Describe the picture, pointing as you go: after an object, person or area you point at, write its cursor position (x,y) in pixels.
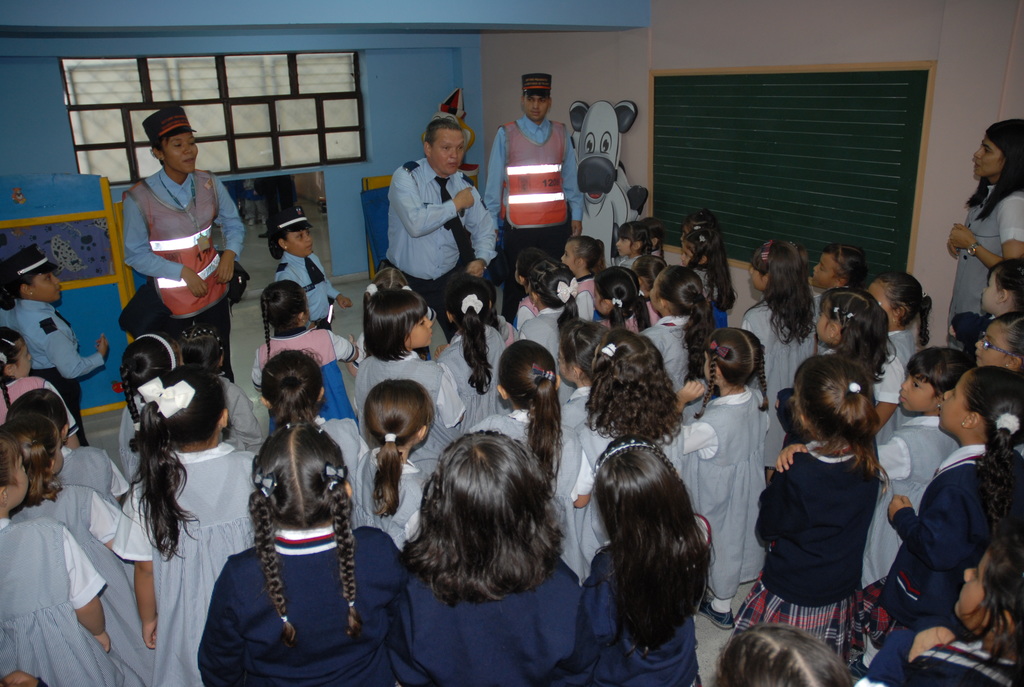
In this image we can see so many children (686,404) are standing. In front three people (192,213) are standing, who is wearing blue color shirt (149,260). Right side of the image (986,234) one woman (985,242) is standing and wearing white color top (990,242), beside her board (818,188) is there.
